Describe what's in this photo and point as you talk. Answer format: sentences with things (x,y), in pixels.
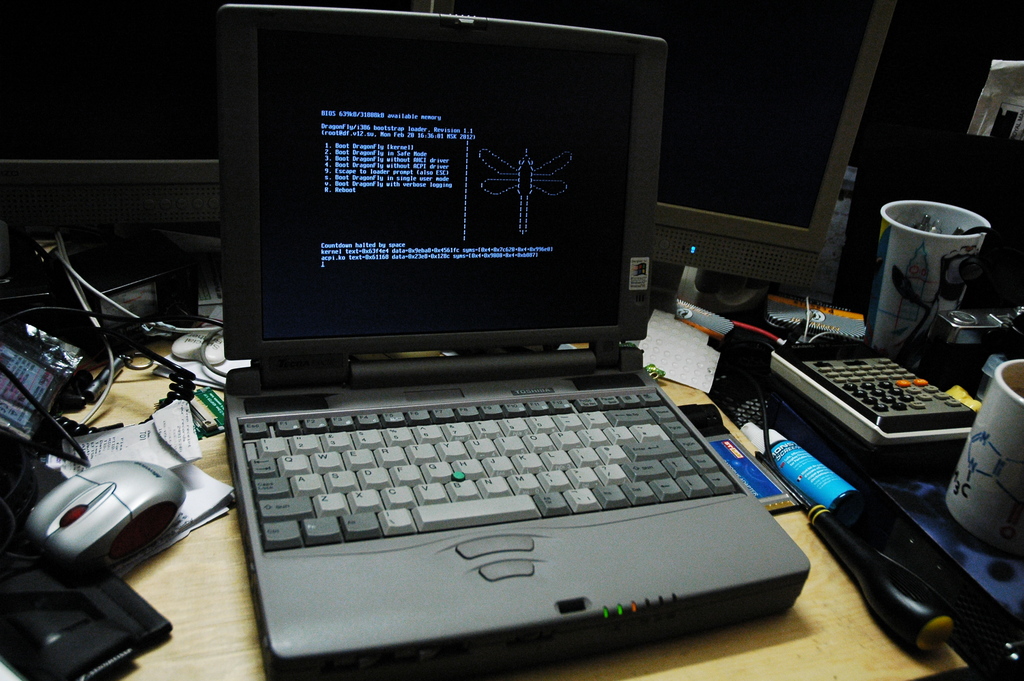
In this picture we can see a laptop (347,453), mouse (167,473), papers (188,476), bottle (812,493), calculator (914,422), cup (949,248), mug (992,466) on the table (202,579).
